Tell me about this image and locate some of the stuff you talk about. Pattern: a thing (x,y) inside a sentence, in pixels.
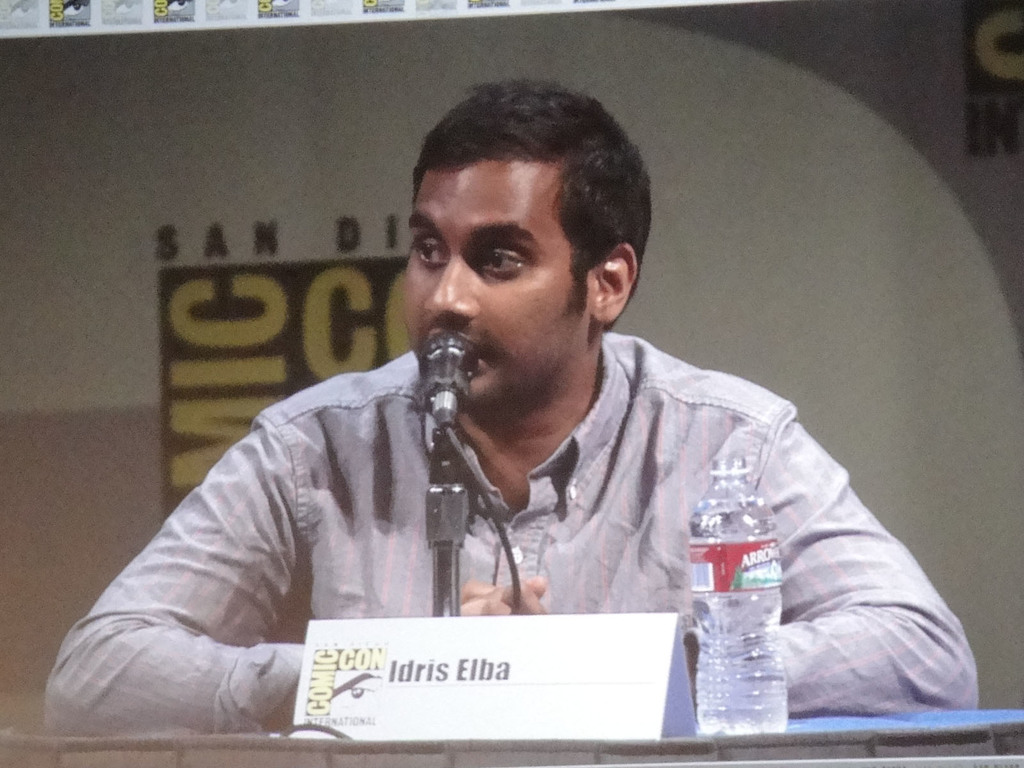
In this image we can see a person (521,506) sitting beside a table (573,740) containing a mic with a stand (434,603), a name board (363,630) and a bottle (757,661) on it.
